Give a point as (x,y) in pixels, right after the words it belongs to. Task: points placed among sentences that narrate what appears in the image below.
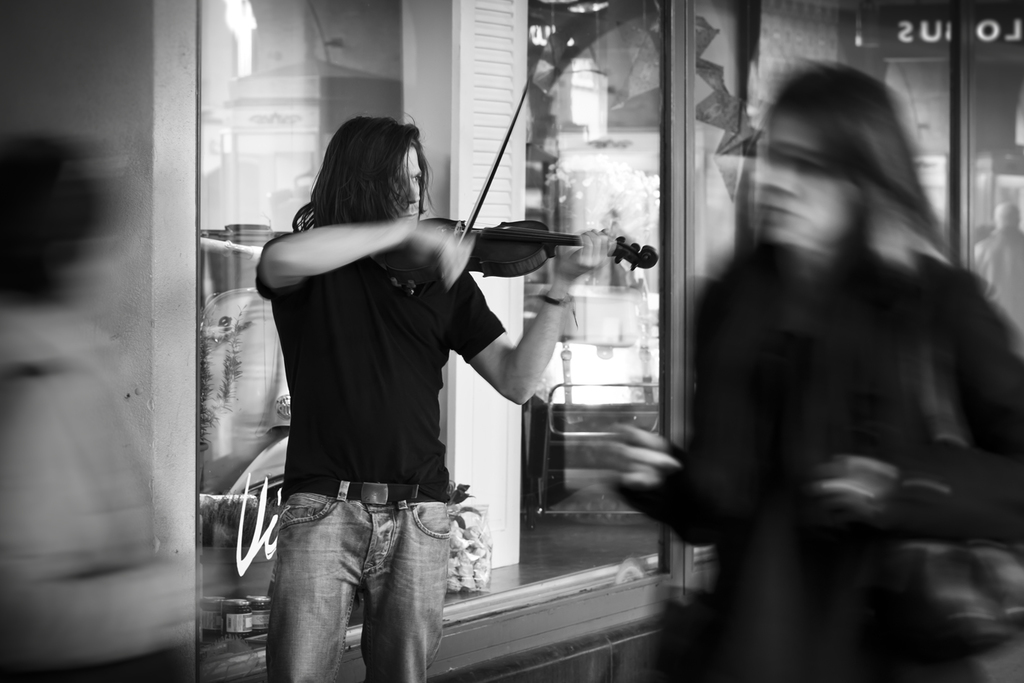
This is the blurred picture where we have a guy (392,350) wearing black shirt (392,367) and holding the violin (447,265) and playing it.
